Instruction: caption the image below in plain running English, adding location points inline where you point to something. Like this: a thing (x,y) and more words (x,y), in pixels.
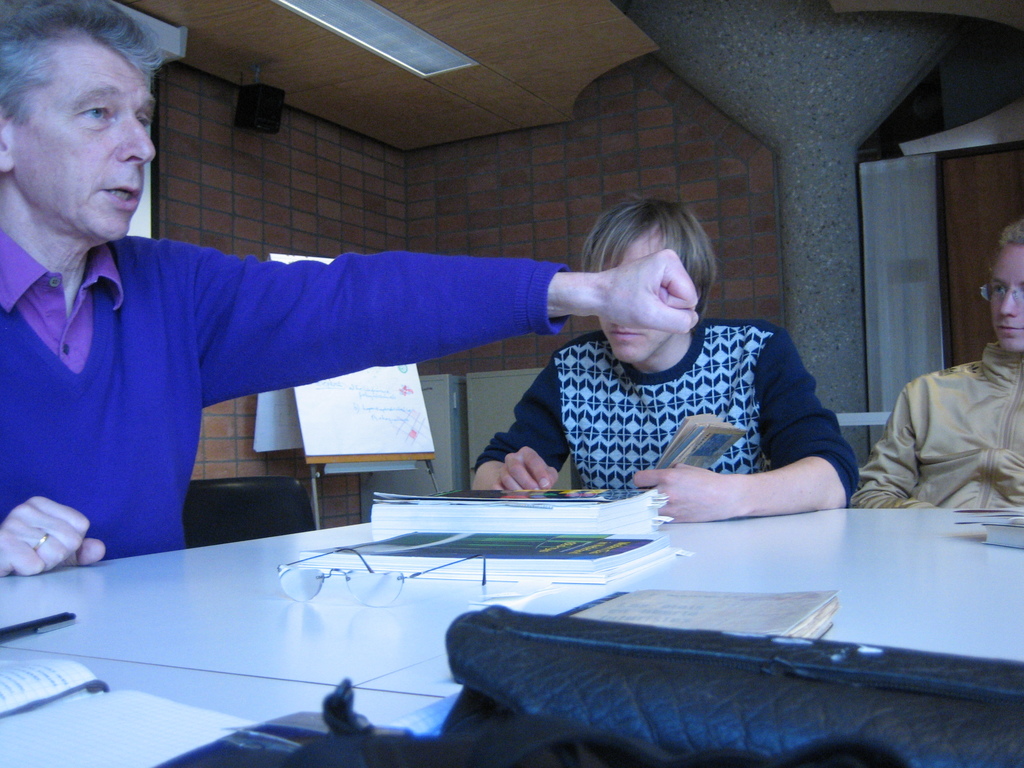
Here we can see a group of people (66,438) sitting in chairs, table (158,610) in front of them and here we can see spectacles (365,572) and books (527,547) present on the table (427,616) and behind them we can see a board (308,431) and a speaker (274,96) present.
